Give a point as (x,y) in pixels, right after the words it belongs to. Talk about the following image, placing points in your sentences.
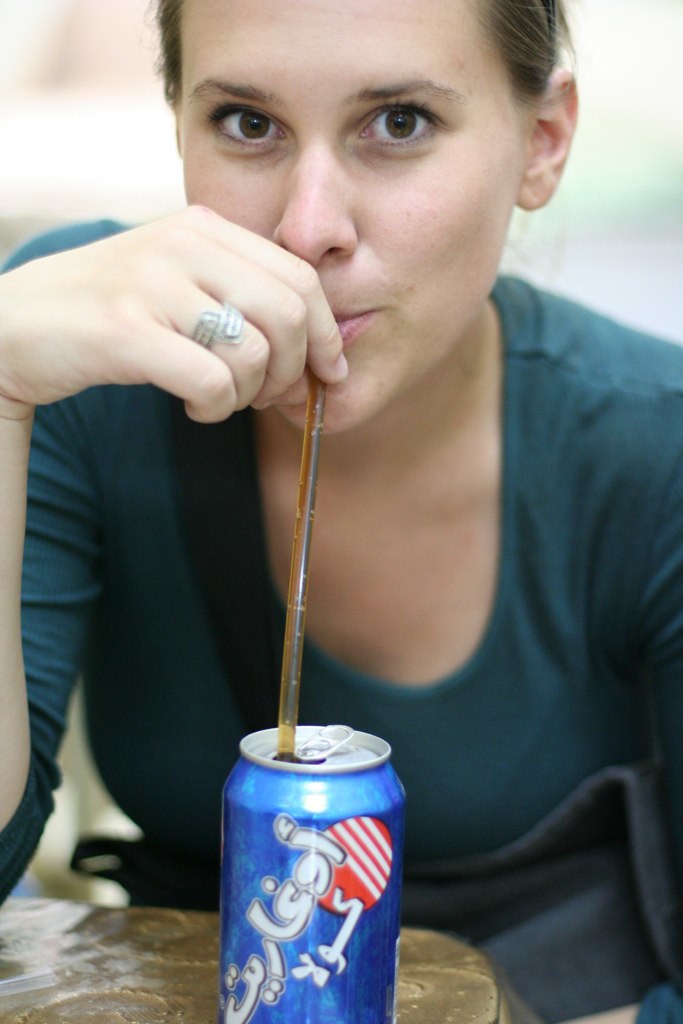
A woman (580,722) is wearing a green t shirt (609,625) and drinking a drink (288,757) through straw (301,490). There is a blue can (363,898) in front of her.
